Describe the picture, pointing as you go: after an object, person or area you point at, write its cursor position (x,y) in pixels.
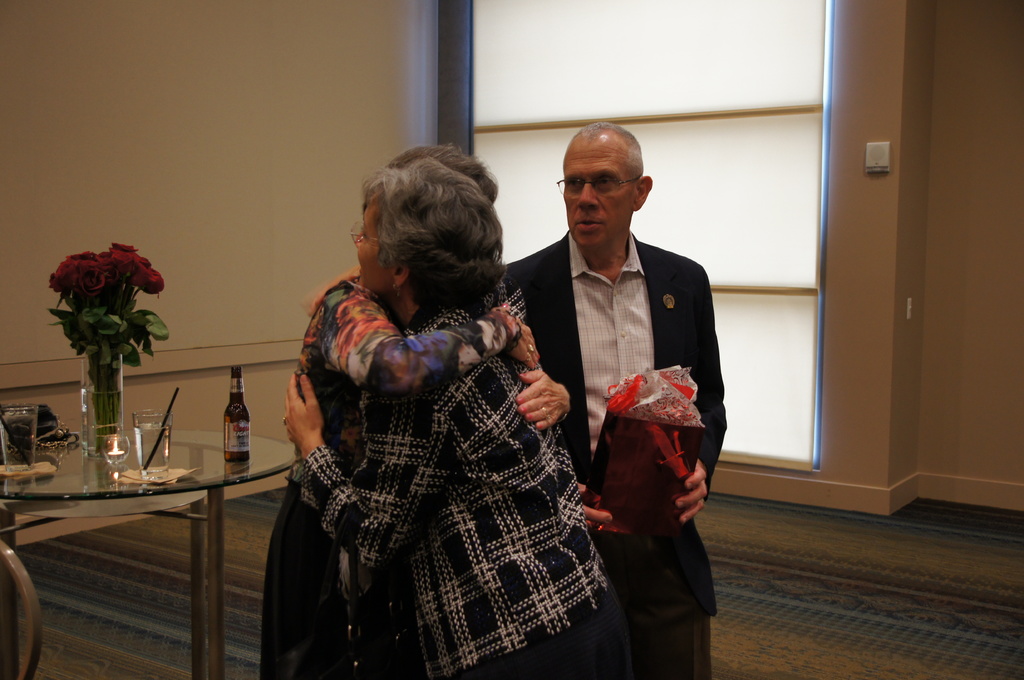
In this image we can see group of persons (620,536) standing. One person (660,329) is holding a box (670,438) with his hands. On the left side of the image (110,354) we can see, glasses (141,453), cup (118,457), candle (105,453), bottle (229,432), flower vase (129,328) placed on the table (126,496). In the background (773,143), we can see windows (757,129), curtain (709,140) and a device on the wall (874,303).
